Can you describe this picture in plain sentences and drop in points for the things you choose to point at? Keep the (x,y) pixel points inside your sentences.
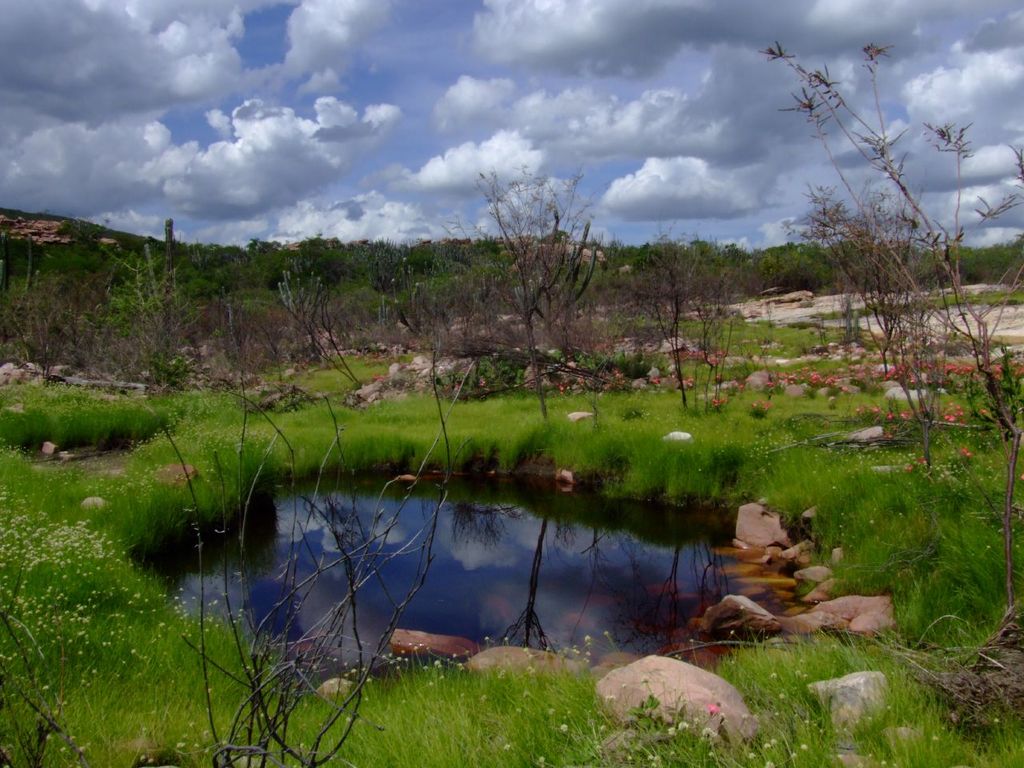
In this image there is a pond (444,557), around the pond (642,537) there are flowers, grass (570,430) and rocks (191,472). In the background of the image (544,257) there are rocks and trees (562,237). At the top of the image (421,216) there are clouds (170,63) in the sky (366,103).
